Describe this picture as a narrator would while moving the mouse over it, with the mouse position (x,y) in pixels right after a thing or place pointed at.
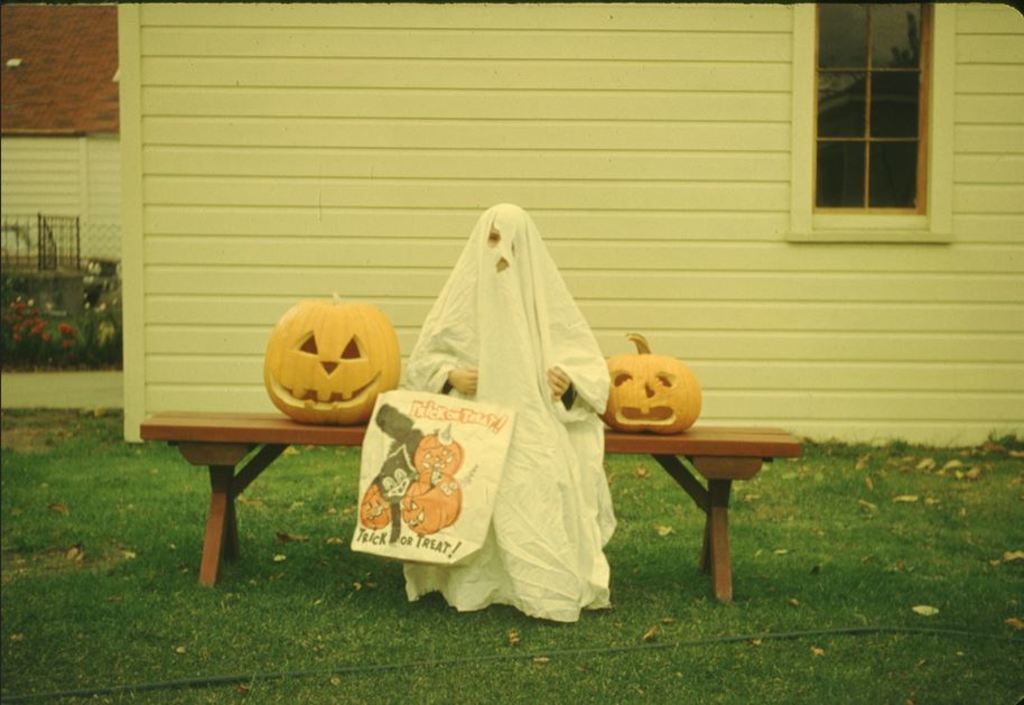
There is a person (518,381) sitting on a bench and wearing a white cloth (490,347) on him and there are two pumpkins (386,339) on the either side of him and there is a building (580,294) in the background (597,190).
